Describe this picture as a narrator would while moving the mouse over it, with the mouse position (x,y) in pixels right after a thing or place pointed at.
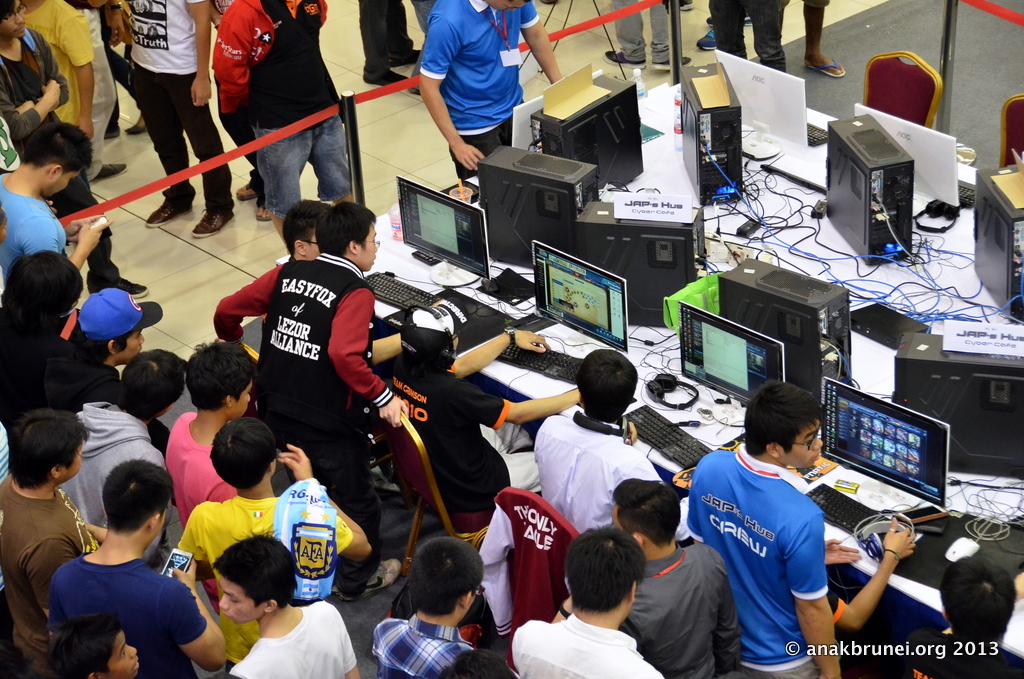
In this image I can see number of persons (201,565) are standing and few persons (425,383) are sitting. I can see a white colored table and on the table (682,465) I can see few monitors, few keyboards (683,432), few machines (518,253) and few wires (974,515). I can see the red colored ribbon (240,154) and number of persons (206,145) are standing on the other side of the ribbon (255,143).
